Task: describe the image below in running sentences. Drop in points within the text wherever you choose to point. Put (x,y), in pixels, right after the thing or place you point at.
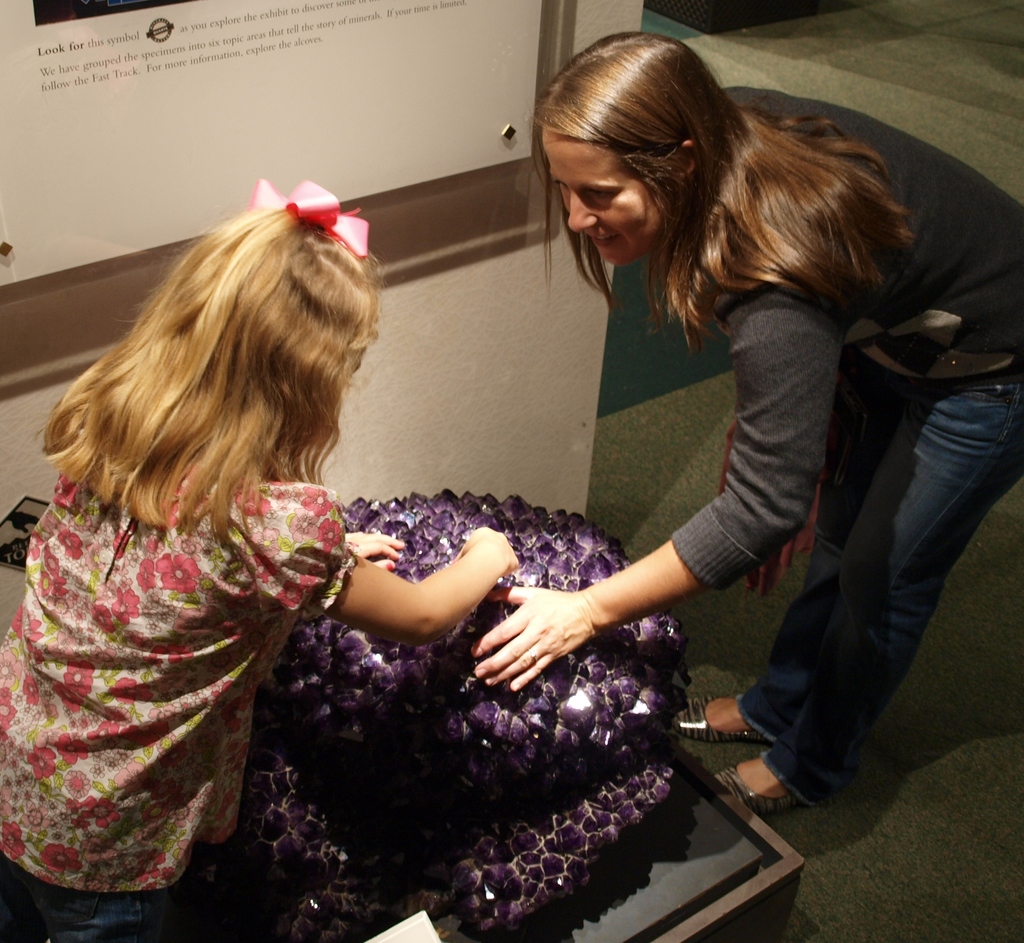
As we can see in the image there is a wall (546,440), photo frame (437,16) and two people (206,550) standing over here. The woman (921,467) on the right side (802,375) is wearing black color dress (774,310).
